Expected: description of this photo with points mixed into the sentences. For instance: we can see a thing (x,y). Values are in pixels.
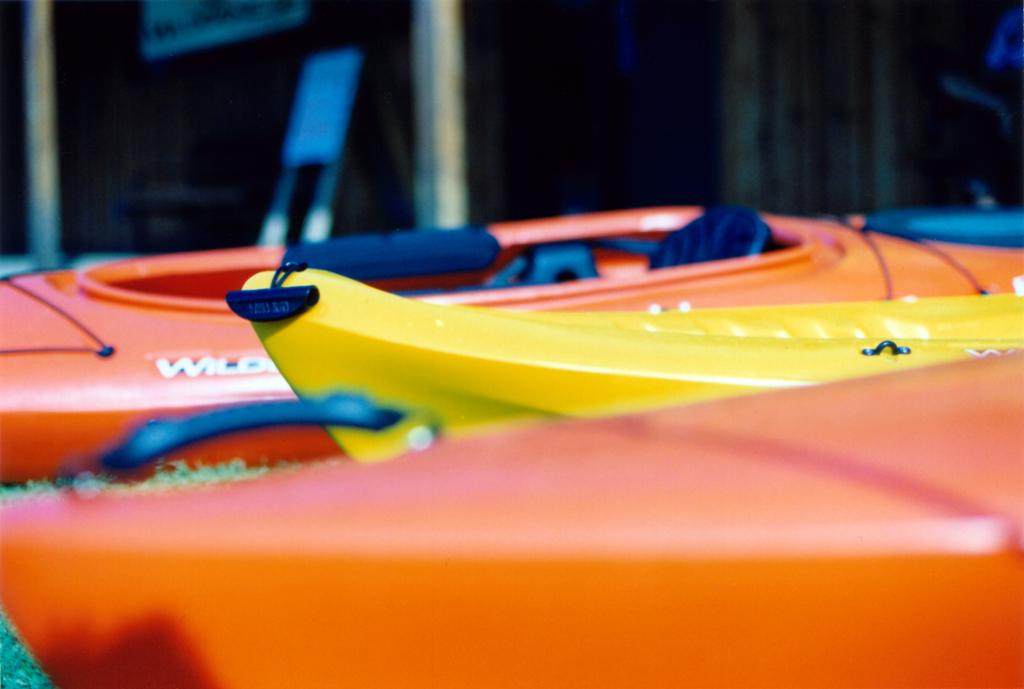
In this image we can see group of boats (342,367) placed on the ground (0,643). In the background (609,68), we can see a building (360,94) and a board (226,33) with some text (214,23) on it.
